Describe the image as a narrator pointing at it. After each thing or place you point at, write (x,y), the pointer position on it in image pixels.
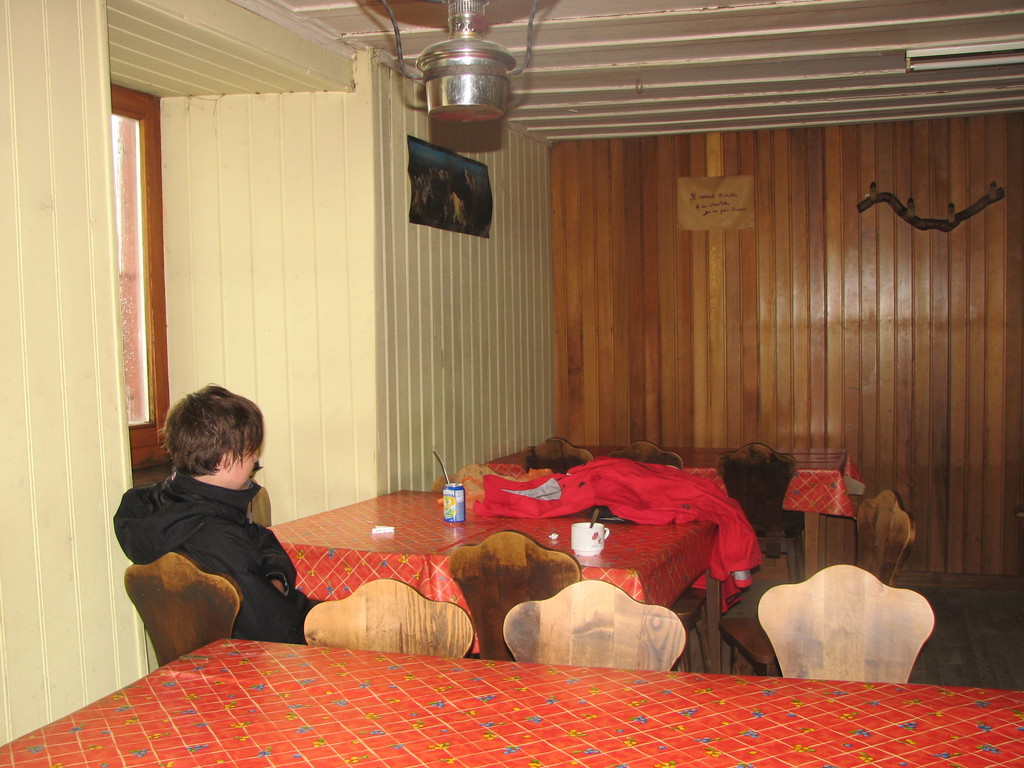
In this picture I can see a person (176,535) sitting on the chair (161,582), in front of the table (388,518) and also I can see some tables (399,498) and chairs (256,495).
